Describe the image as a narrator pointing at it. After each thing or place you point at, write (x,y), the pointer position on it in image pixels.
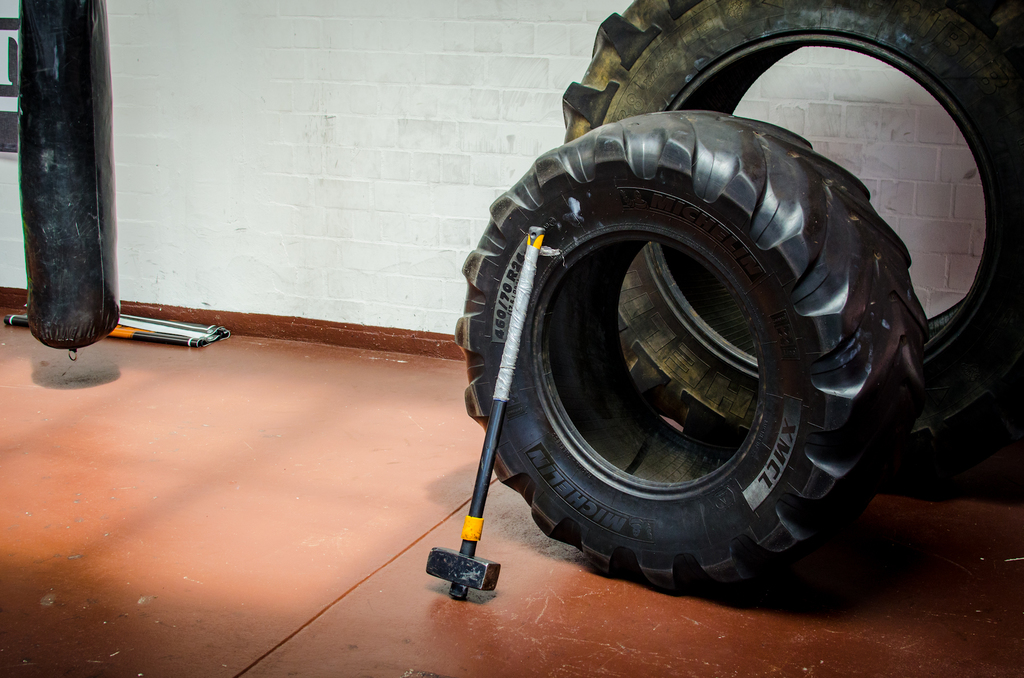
In this image we can see hammer (531,250) and tyres (624,261) to the wall (417,278). In the background (218,146) we can see wall (208,137).
